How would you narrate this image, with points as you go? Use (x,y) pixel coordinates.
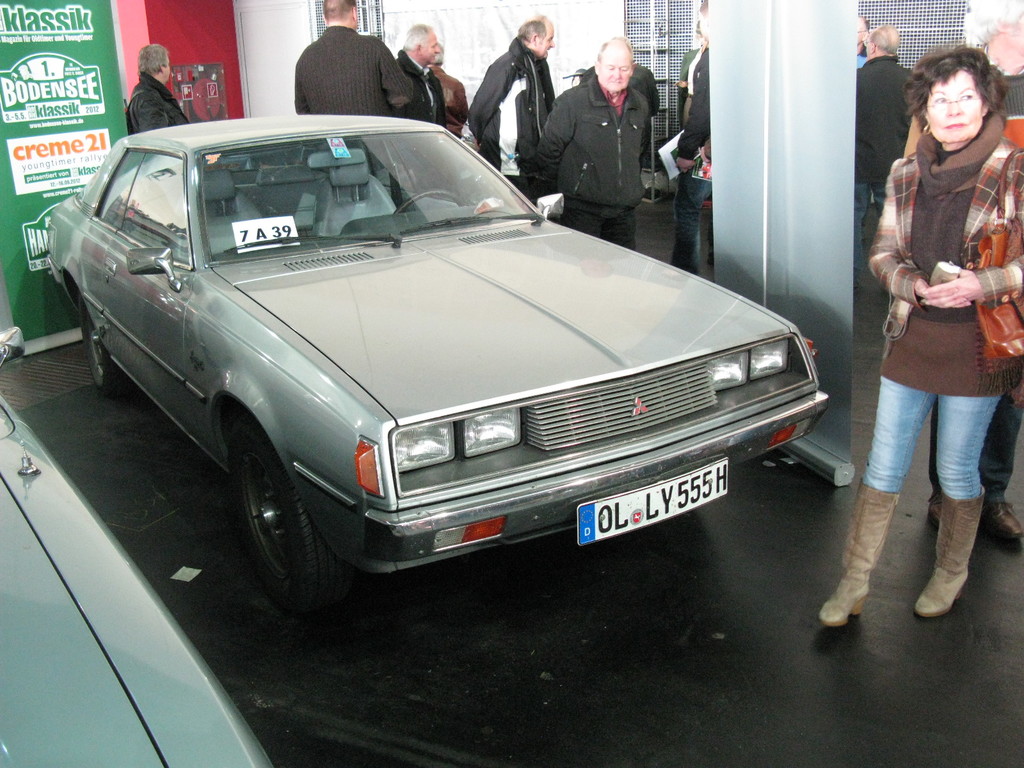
This image consists of a car (203,224) in silver color. At the bottom (565,675), there is a floor (399,650). In the background (59,89), there is a banner (66,40). There are many people (350,13) in this image. To the right (921,425), the woman (915,408) is standing.
